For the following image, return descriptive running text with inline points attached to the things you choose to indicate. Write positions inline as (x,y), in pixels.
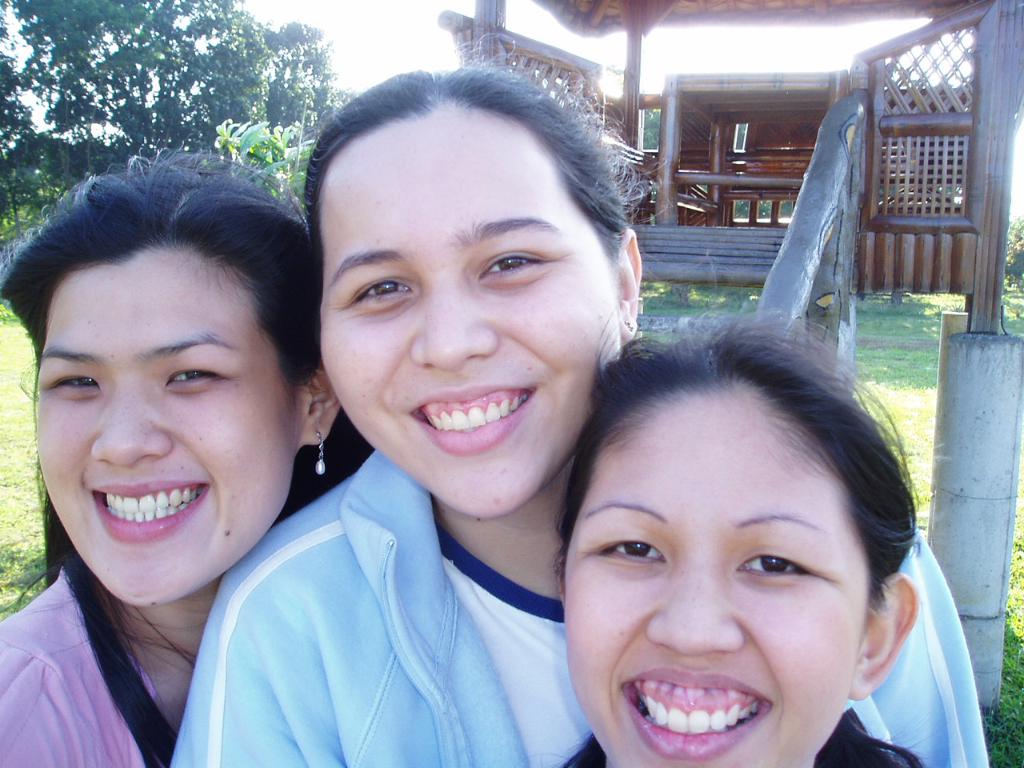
In the center of the image (403,343) we can see woman (406,659) standing on the ground (646,303). In the background (143,94) we can see trees (154,57), stairs (702,268), hut (692,190).
